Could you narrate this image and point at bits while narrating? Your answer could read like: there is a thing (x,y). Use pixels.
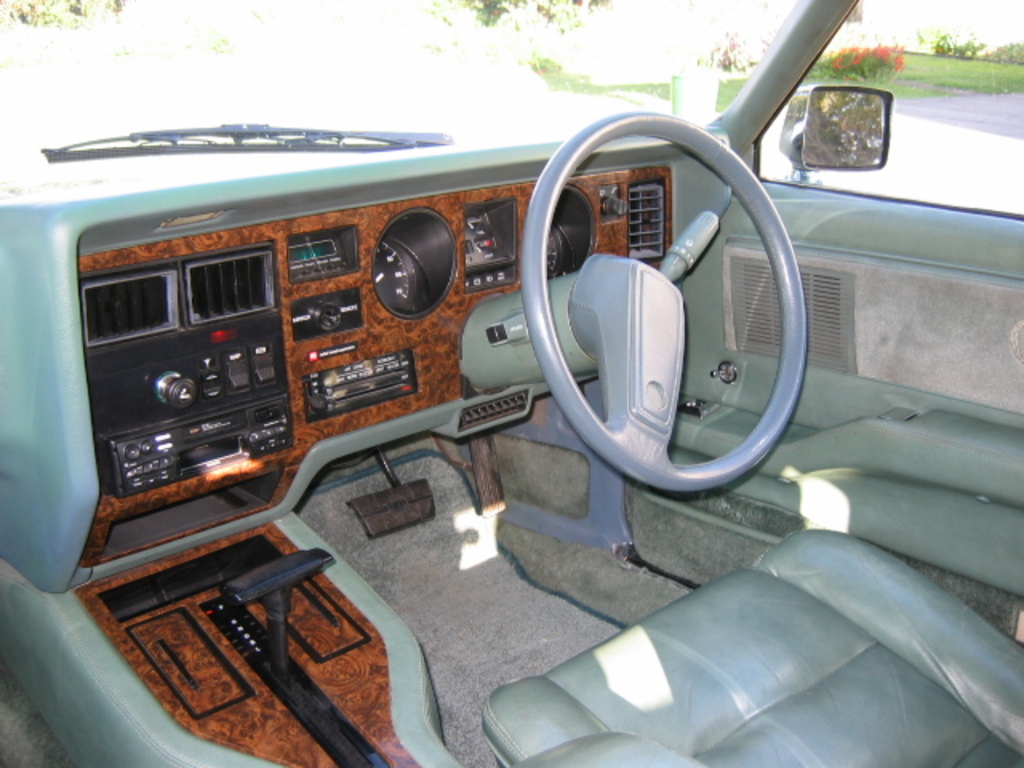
This picture describes about inside view of the car (589,448), in this we can find steering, seat (525,711) and other things (408,399), in the background (842,47) we can find few trees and flowers (868,60).
